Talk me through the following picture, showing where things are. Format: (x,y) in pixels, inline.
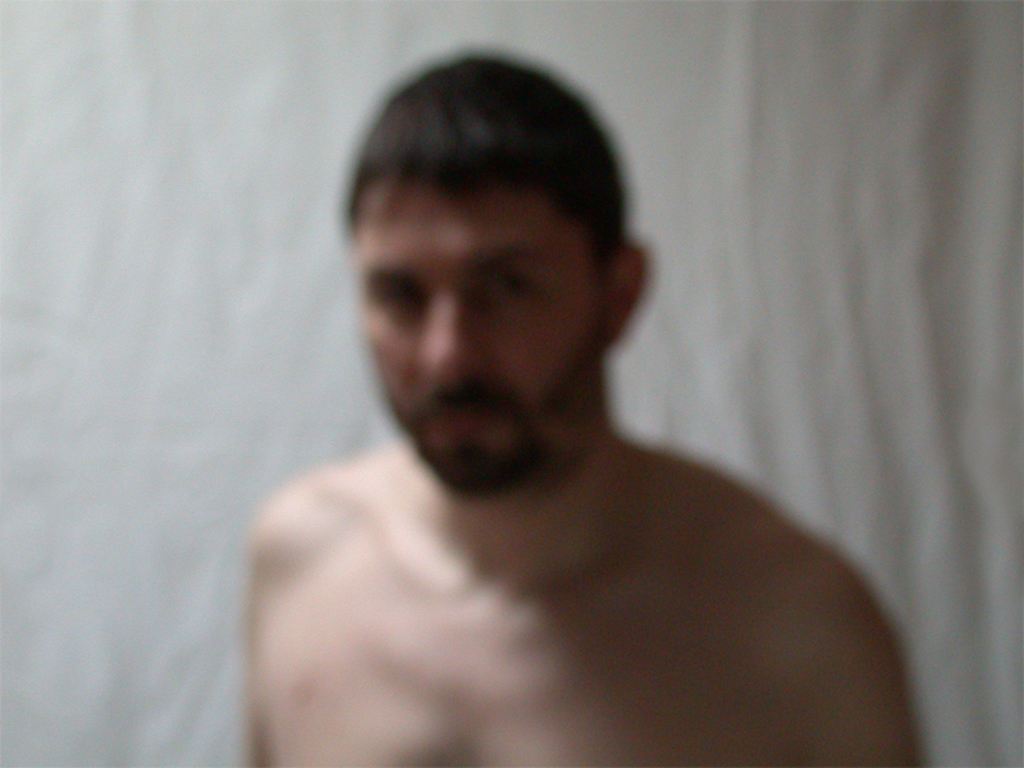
In this image in the foreground (576,515) there is one person (523,452), and in the background (240,324) there is a wall (146,404).
